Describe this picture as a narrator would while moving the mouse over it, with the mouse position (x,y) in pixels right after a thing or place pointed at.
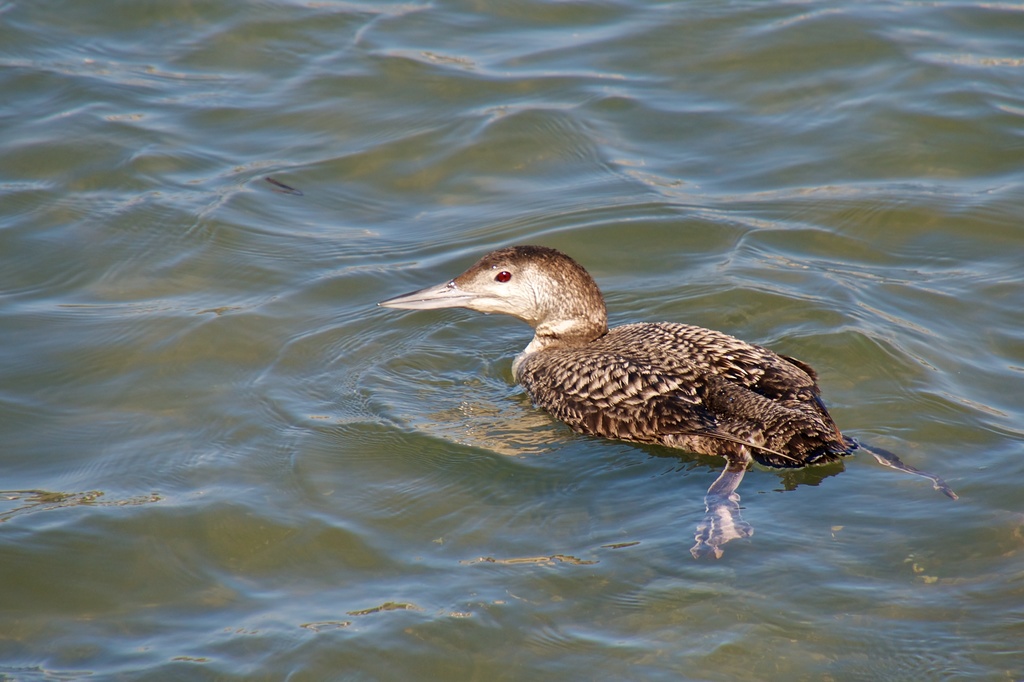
In this image, we can see duck (534,391) on the water (556,480).
